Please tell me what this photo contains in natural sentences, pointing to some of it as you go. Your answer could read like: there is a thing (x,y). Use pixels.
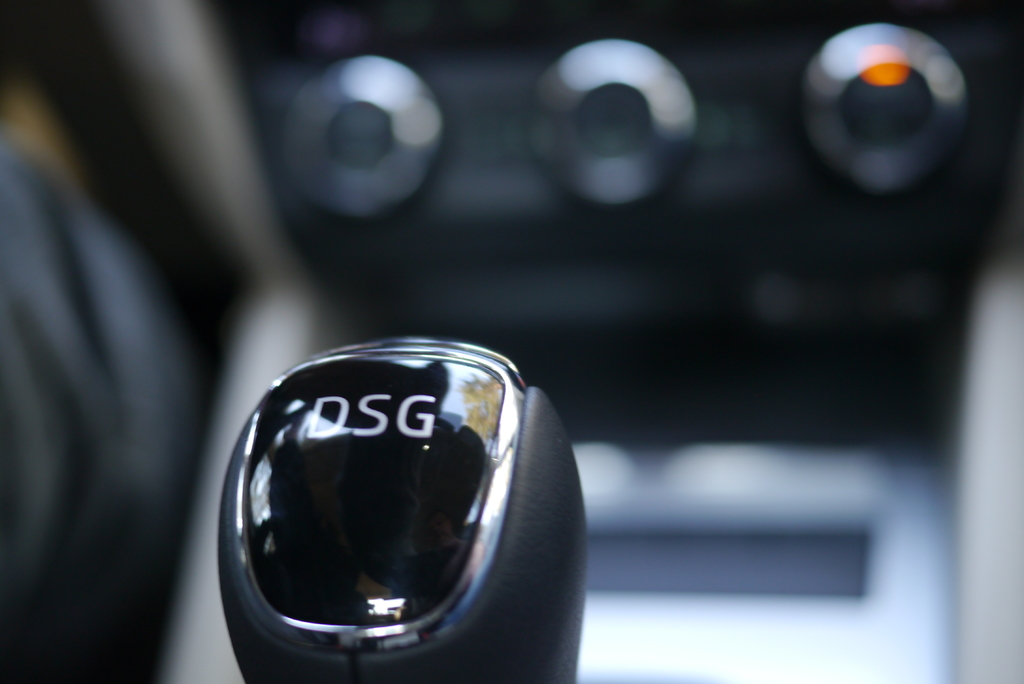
In this picture we can see the inside view of the car (390,639). In the front (401,639) bottom side there is a gear handle (519,609). Behind there is a blur background (494,315) and center console unit (616,53).
